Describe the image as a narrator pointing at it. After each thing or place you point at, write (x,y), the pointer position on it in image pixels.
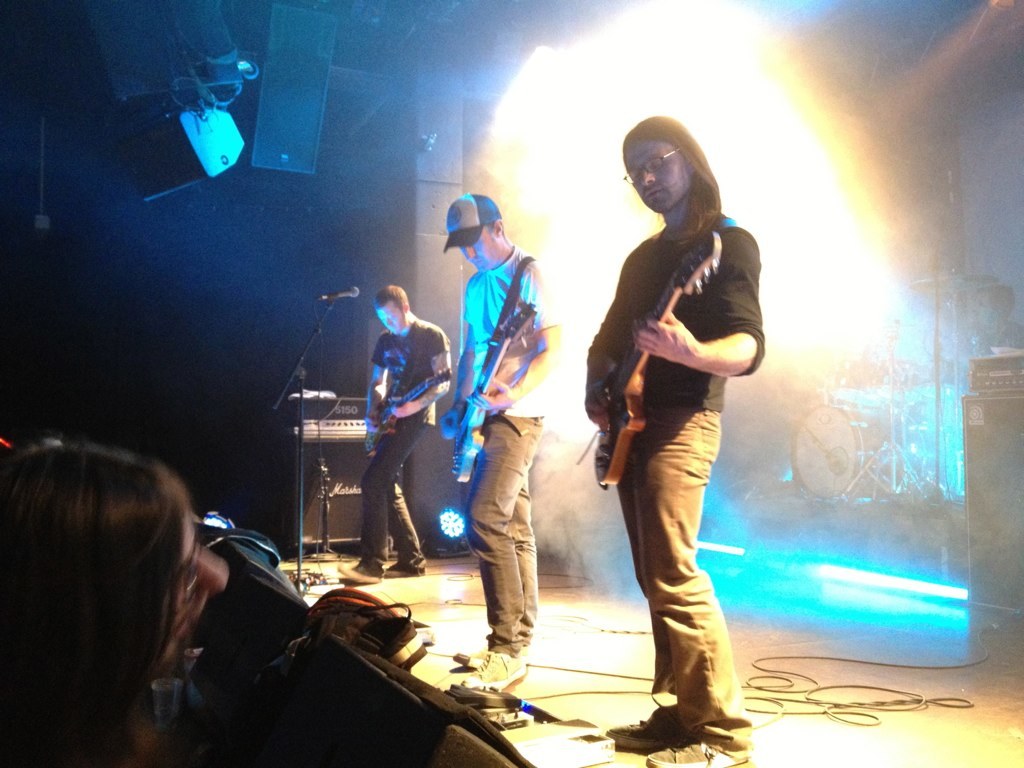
In this image i can see three person (671,247) standing on the stage (789,598) and holding musical instruments (466,422) in their hands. The person (503,469) standing in the middle (514,355) is wearing a cap (485,203). In the background (318,56) i can see few speakers (319,81), few musical instruments (832,414), few lights (804,579) and few wires (946,699).
